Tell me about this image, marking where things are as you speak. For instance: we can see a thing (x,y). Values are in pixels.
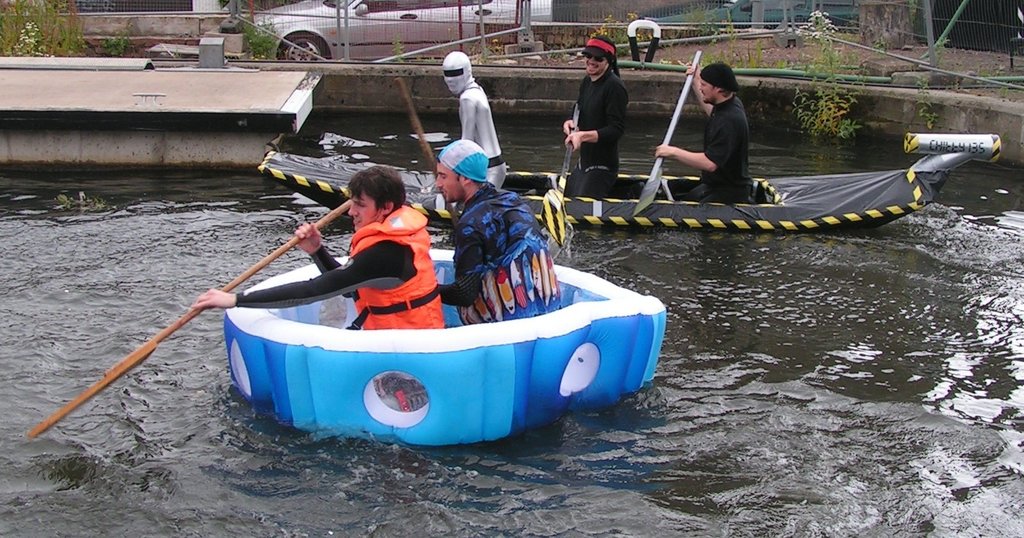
In this image I can see the water (790,419), few boats (711,227) on the surface of the water (719,382) and few persons (609,161) sitting in the boat (715,210) holding paddles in their hands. In the background (806,42) I can see the ground (850,58), few plants (819,34), a pipe (891,85) and a vehicle (358,32).
